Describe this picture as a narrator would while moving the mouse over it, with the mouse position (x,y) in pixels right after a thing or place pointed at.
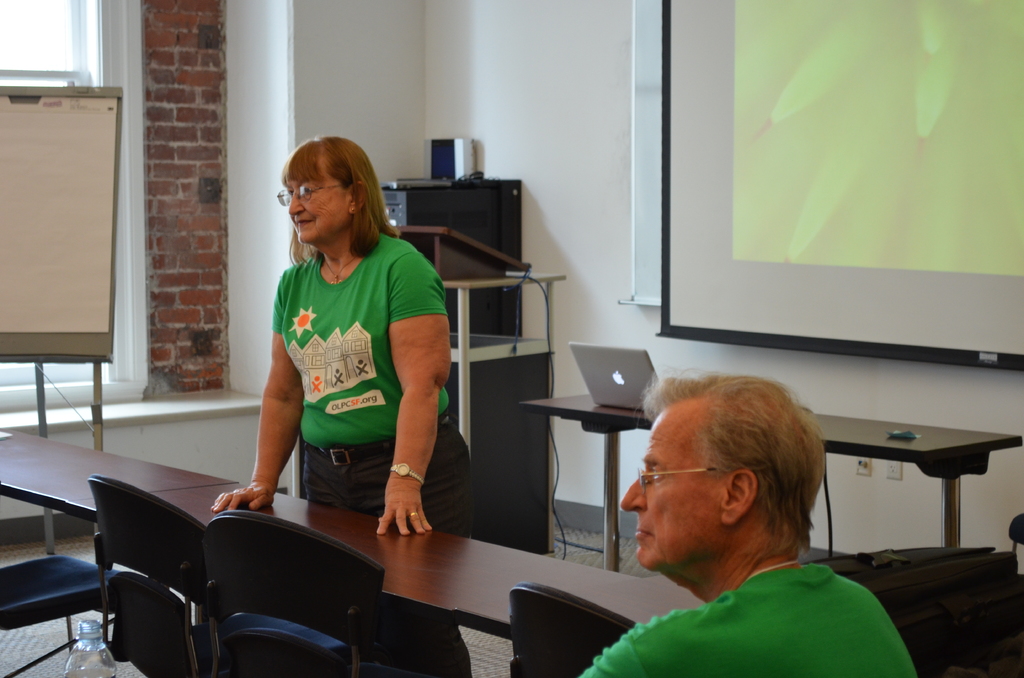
The picture is taken in a classroom (338,523). In the foreground of the picture (313,493) there are tables (461,614), chairs (373,611), bottle (80,651), a man (743,536) and a woman (363,423). On the left (55,214) there are board (59,241), stand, brick wall (152,346) and window (60,44). In center of the background (605,379) there are table (570,402), laptop (604,363), podium (448,237), cable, desktop (454,169) and projector screen (670,126).
